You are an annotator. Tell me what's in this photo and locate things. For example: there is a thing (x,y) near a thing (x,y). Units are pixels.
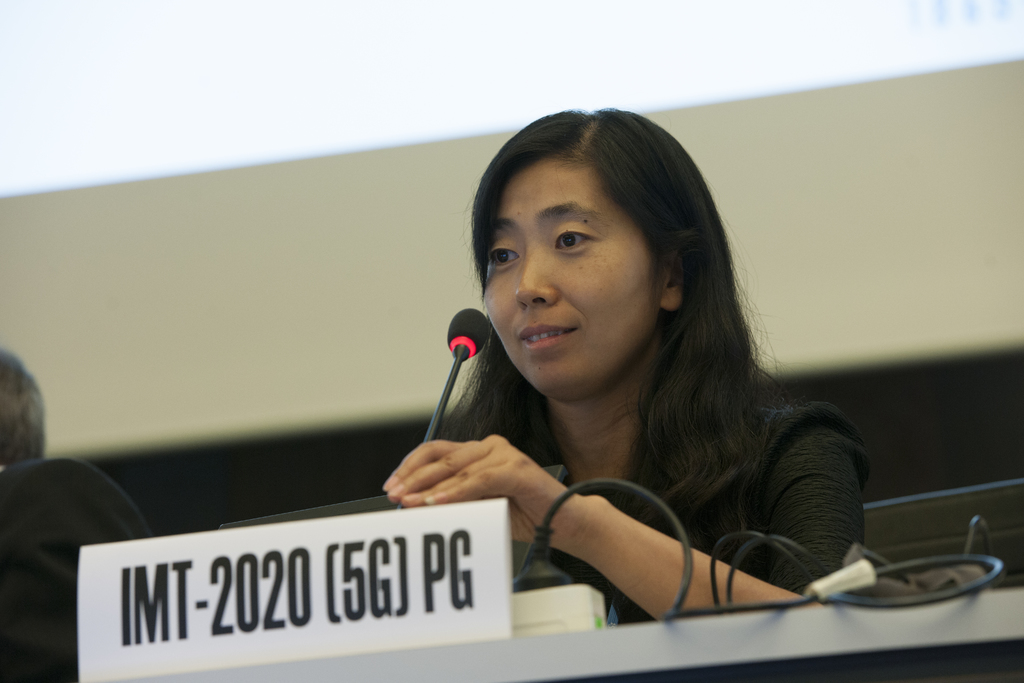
In this picture I can see there is a woman (510,381) sitting and she is wearing a black color dress (770,465) and smiling and she is in front of the microphone (448,397) and in the backdrop (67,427) there is a screen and there is a person (79,481) sitting on the left side (25,604).
